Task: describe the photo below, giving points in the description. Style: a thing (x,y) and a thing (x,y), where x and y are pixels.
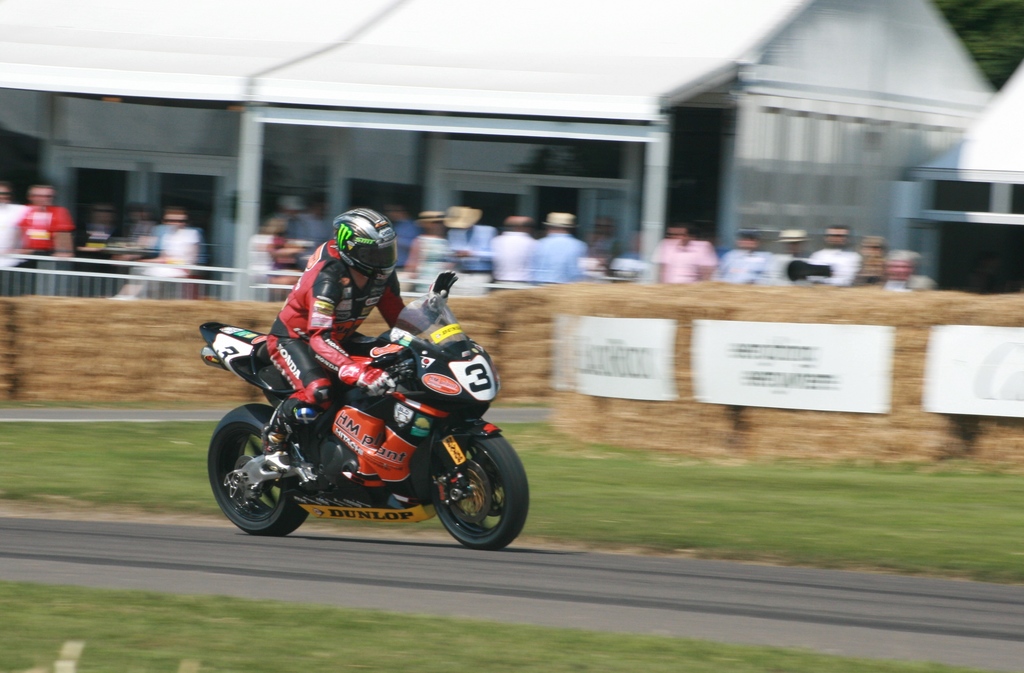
The person (325,324) wearing a red jacket (329,345) is riding a bike (375,410) on the road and there are group of people (468,227) beside him.
